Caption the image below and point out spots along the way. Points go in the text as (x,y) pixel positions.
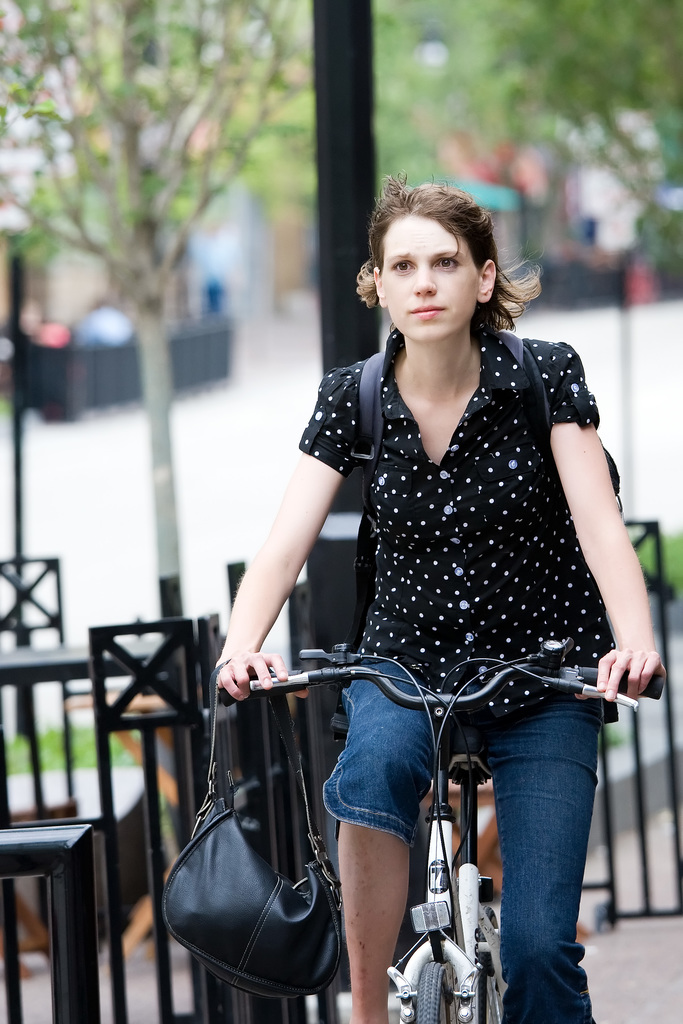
In this image I can see a woman (394,885) is cycling a cycle (468,774). I can also see she is carrying a bag (282,873) and she is wearing black top (437,537). In the background (60,699) few chairs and a table (62,666). Here I can see few trees (397,128).
